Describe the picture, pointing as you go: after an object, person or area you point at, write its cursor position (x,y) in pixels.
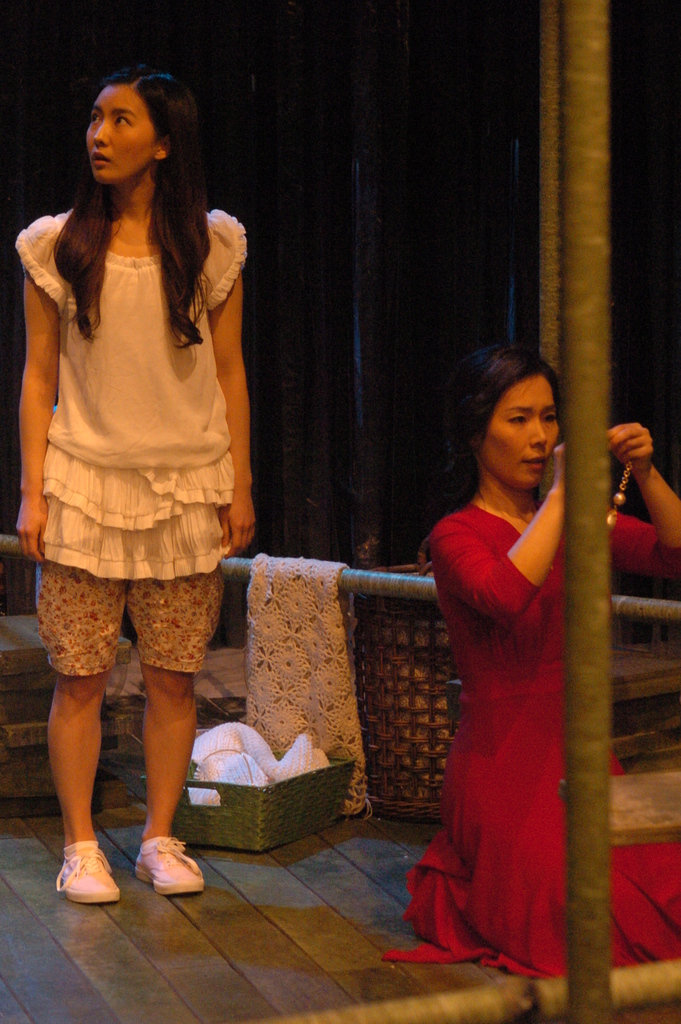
In this image I can see two women (91,266) among them this woman (499,591) is holding something in hands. I can also see clothes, poles (609,609) and other objects (381,645) on the floor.
